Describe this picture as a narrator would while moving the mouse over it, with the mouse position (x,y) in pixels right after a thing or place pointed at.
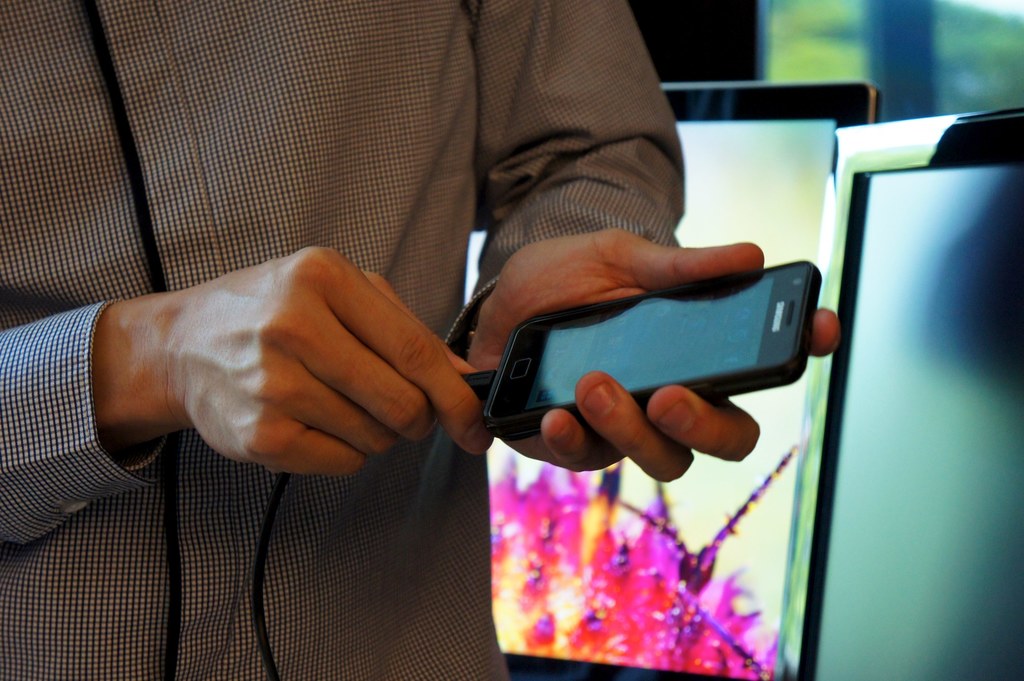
In this picture a man (159,178) with checked shirt (162,178) is holding a charger (477,386) and a mobile phone (537,360) with both of his hands (526,314). In the background (707,174) there are two monitors (795,203) and also a glass window (814,46).
